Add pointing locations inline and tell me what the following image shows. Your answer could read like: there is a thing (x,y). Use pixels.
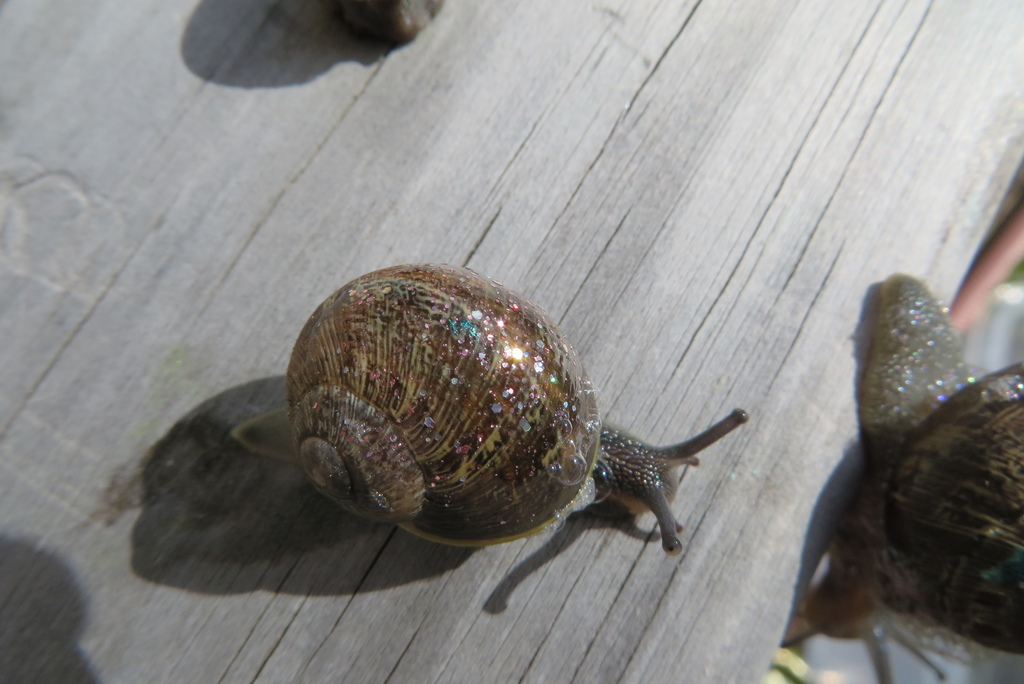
In this picture I can see snail (470,412) on the wooden object (751,175).
